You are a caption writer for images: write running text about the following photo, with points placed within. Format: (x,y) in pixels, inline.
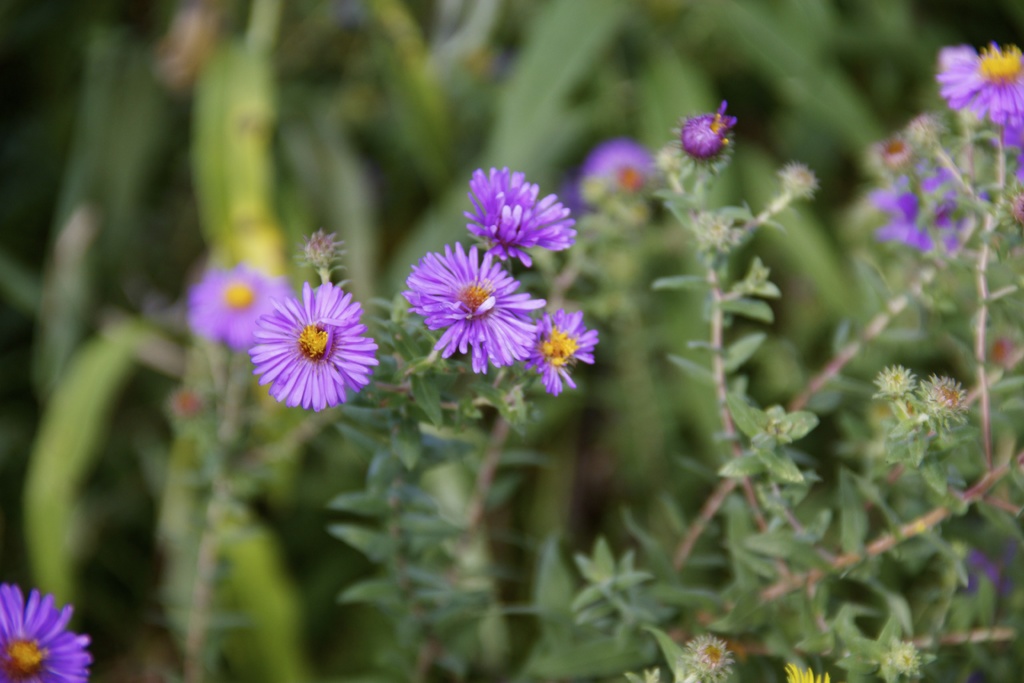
In this image I can see flower plants (512,325). These flowers (475,292) are purple in color. The background of the image (517,114) is blurred.
